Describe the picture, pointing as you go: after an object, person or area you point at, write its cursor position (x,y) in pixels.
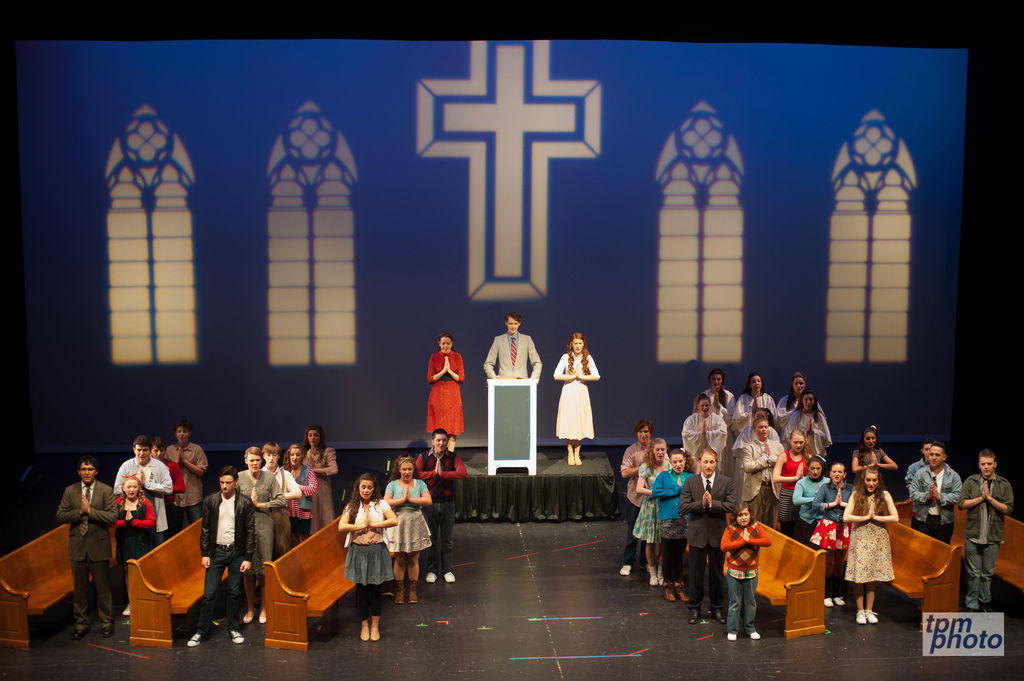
In this image I can see few people (809,476) are standing and wearing different color dresses (566,359) and one person (519,347) is standing in front of podium (530,406). I can see few objects (767,564) in the background (689,223). Background (775,179) is in blue and black color.
